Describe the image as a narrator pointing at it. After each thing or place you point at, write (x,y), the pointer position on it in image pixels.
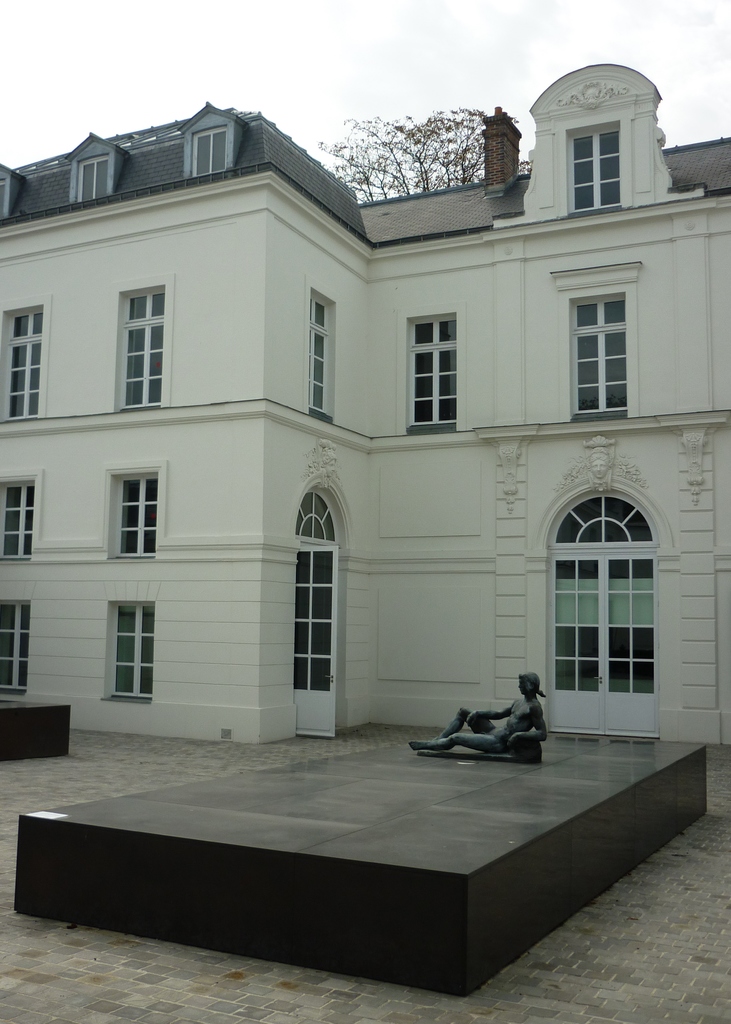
In the image there is a building (539,512) with windows (601,522) and in the front (484,721) there is a statue (528,707) and above its sky (290,18).
